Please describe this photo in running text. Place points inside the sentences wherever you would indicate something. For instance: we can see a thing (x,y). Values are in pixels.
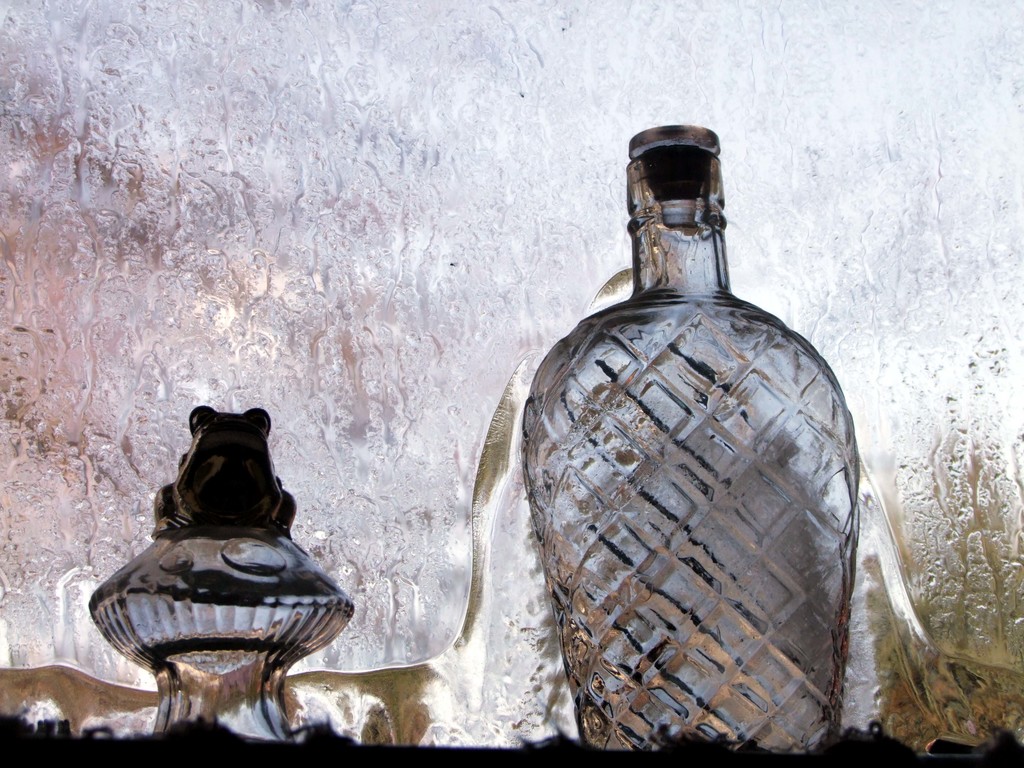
In this image i can see a glass bottle (728,459) and a object (225,574) made of glass (180,605).
